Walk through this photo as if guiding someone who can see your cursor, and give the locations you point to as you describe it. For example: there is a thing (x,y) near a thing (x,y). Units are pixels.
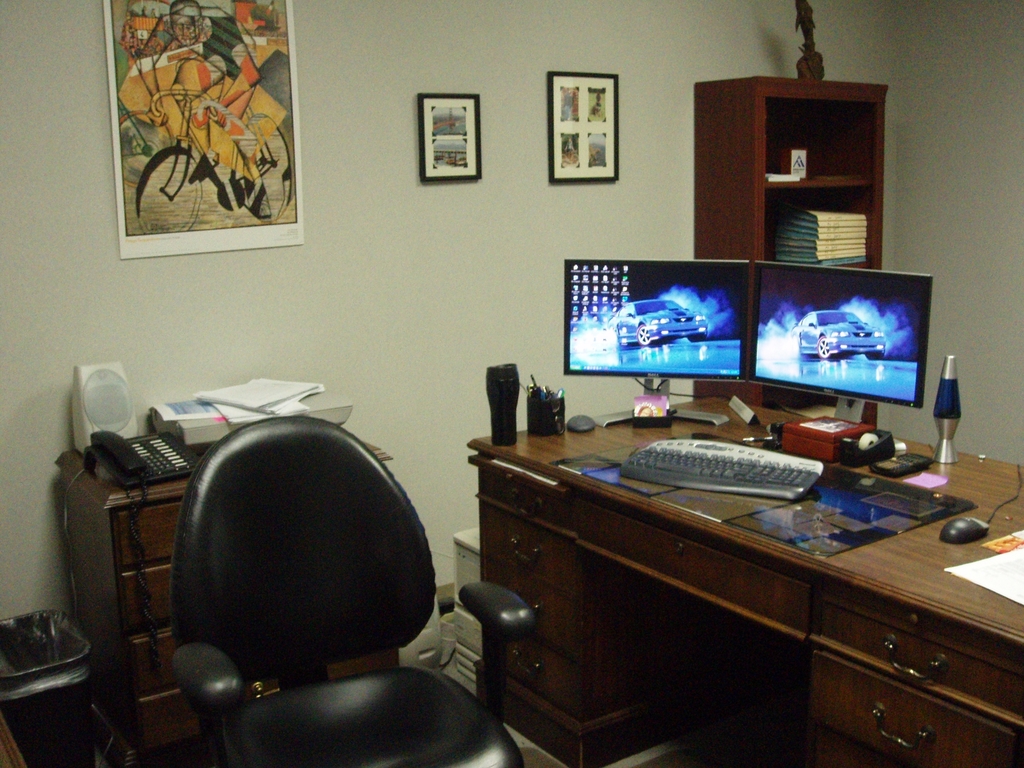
In this image we can see a table (884,591), on that there are two monitors (634,372), a keyboard (804,465), a mouse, a bottle (950,421), and some other objects (834,489), there are photo frames (424,115) on the wall (526,144), there are files (800,237), a sculpture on the closet (728,251), there are books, a telephone (158,452), and an object (98,402) on the cupboard (193,730), there is a chair (227,588), a dustbin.
